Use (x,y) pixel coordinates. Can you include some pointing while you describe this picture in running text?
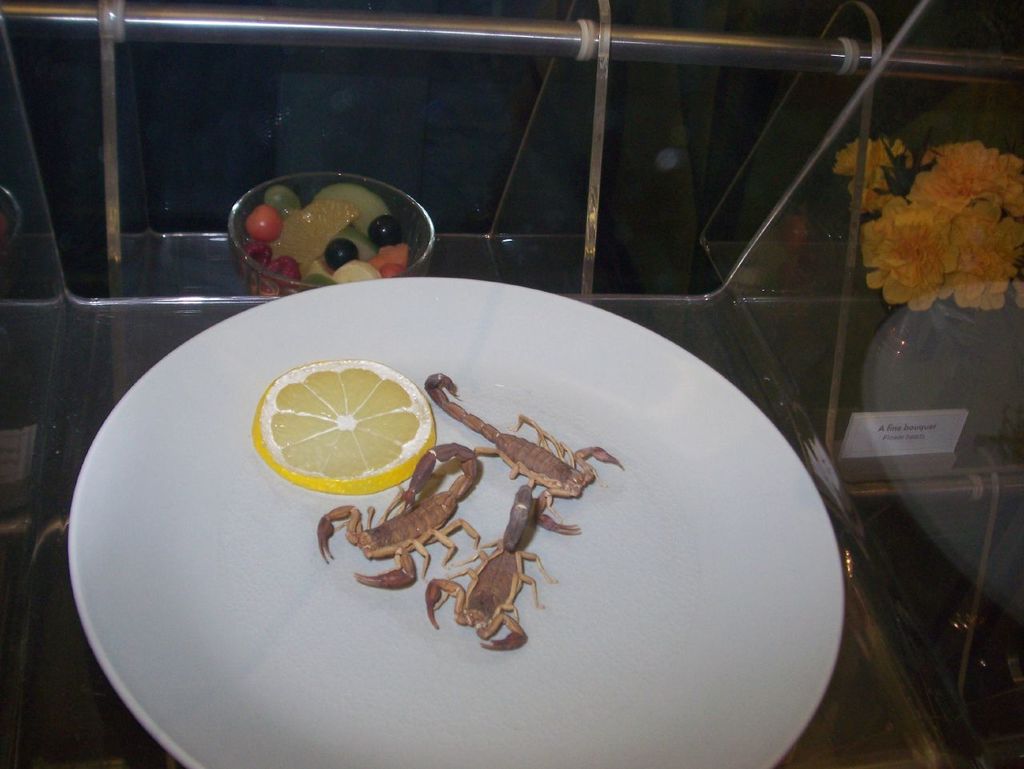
Here we can see a plate (420,387), bowl (318,173), fruits (419,458), and scorpions (448,446). This is glass (931,564) and there are flowers (919,182).
